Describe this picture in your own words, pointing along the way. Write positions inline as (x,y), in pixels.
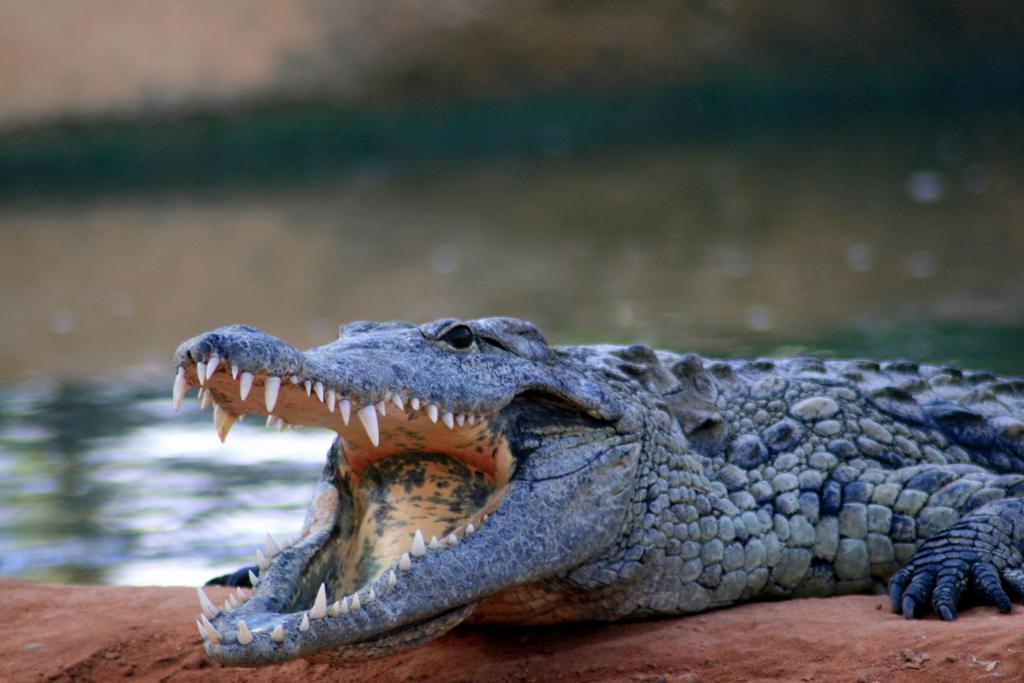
In this picture we can see a crocodile (644,576) on the path (565,647) and behind the crocodile (584,504) there is a blurred background (277,46).
